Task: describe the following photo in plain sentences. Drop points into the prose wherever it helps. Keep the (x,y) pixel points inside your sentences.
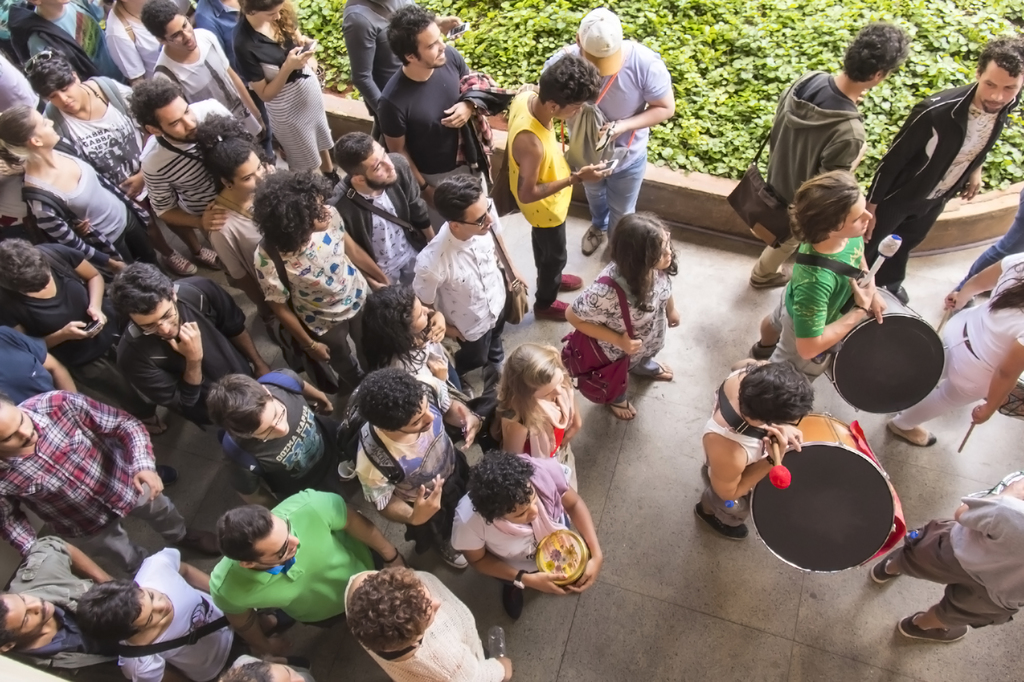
In the image there are many people (743,485) standing. There are two men (819,289) with drums (810,433) and holding sticks (786,479) in their hands (853,286). Behind them there is a small wall (960,201) and also there are small plants (702,72).
